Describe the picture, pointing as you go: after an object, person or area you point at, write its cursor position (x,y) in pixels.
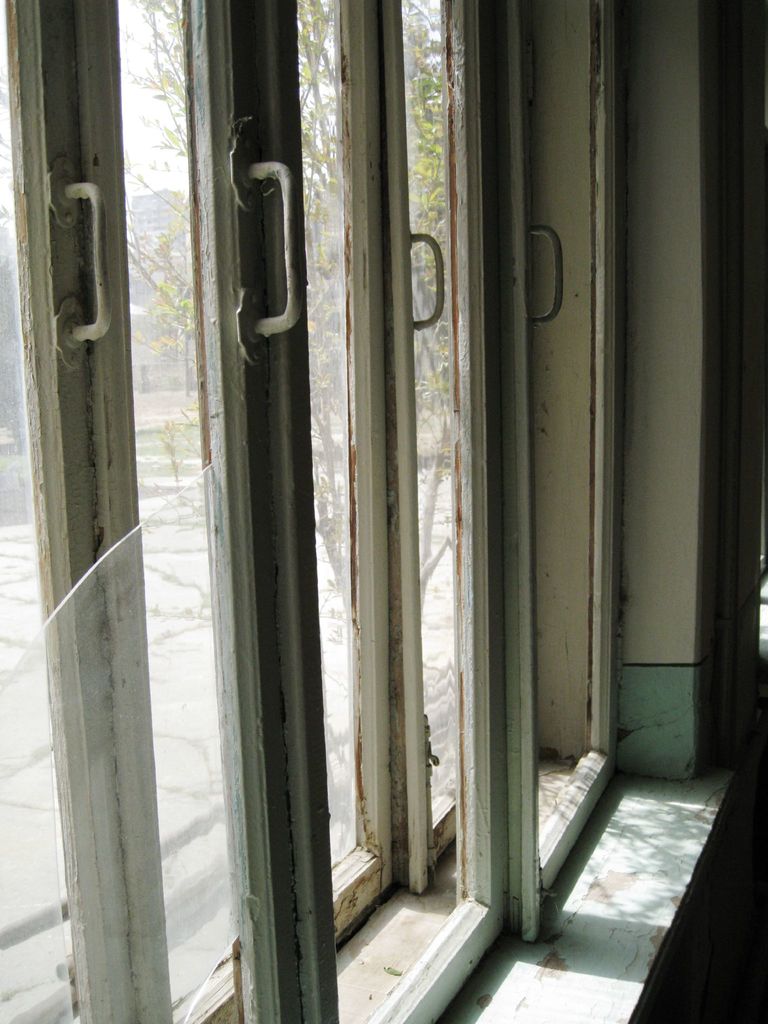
In this picture, those are looking like glass doors (196,596). Behind the glass doors (228,489) there are trees (182,229), a building (148,229) and the sky (145,101).
